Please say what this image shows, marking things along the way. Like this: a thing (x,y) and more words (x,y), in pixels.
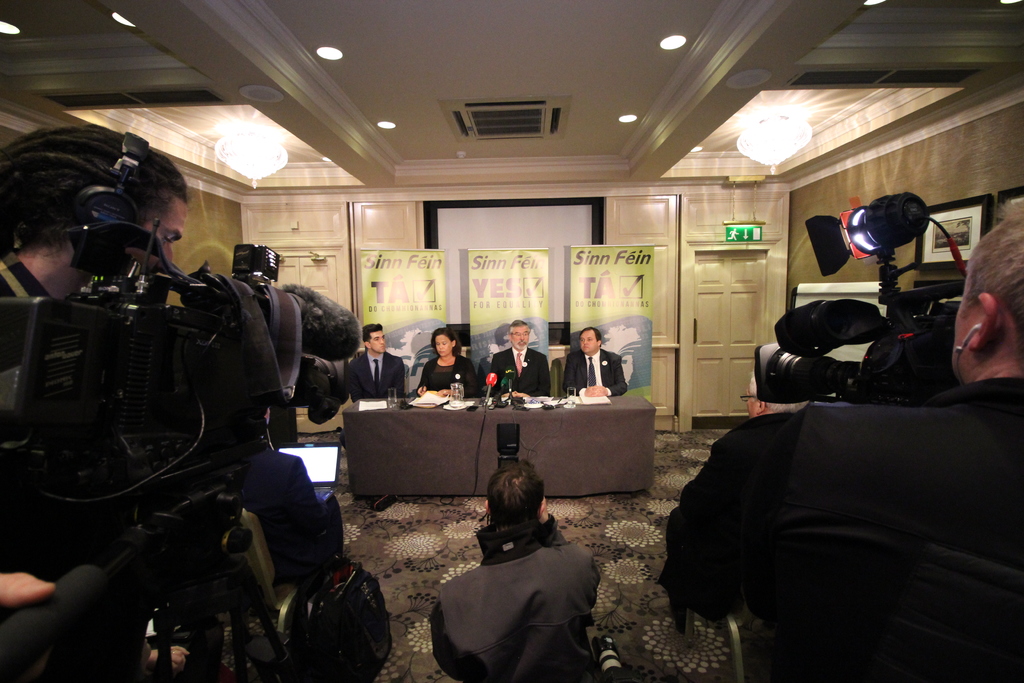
In this image in the foreground (851,483) there are two persons (864,472) who are holding cameras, and in the center (512,441) there is one person (558,565) who is sitting and he is holding camera (510,458) and clicking pictures. In the center (617,429) there is one table (625,416), and four persons (458,369) sitting on chairs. And on the table (611,413) there are some papers (419,398), bottles (455,397) and mikes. In the background (377,304) there is a wall (245,222) and some posters (531,293), on the top (465,85) there is ceiling (465,85) and some lights (630,114). And on the right side (921,239) there are some photo frames (956,229) on the wall (940,246) and one door (714,306).
